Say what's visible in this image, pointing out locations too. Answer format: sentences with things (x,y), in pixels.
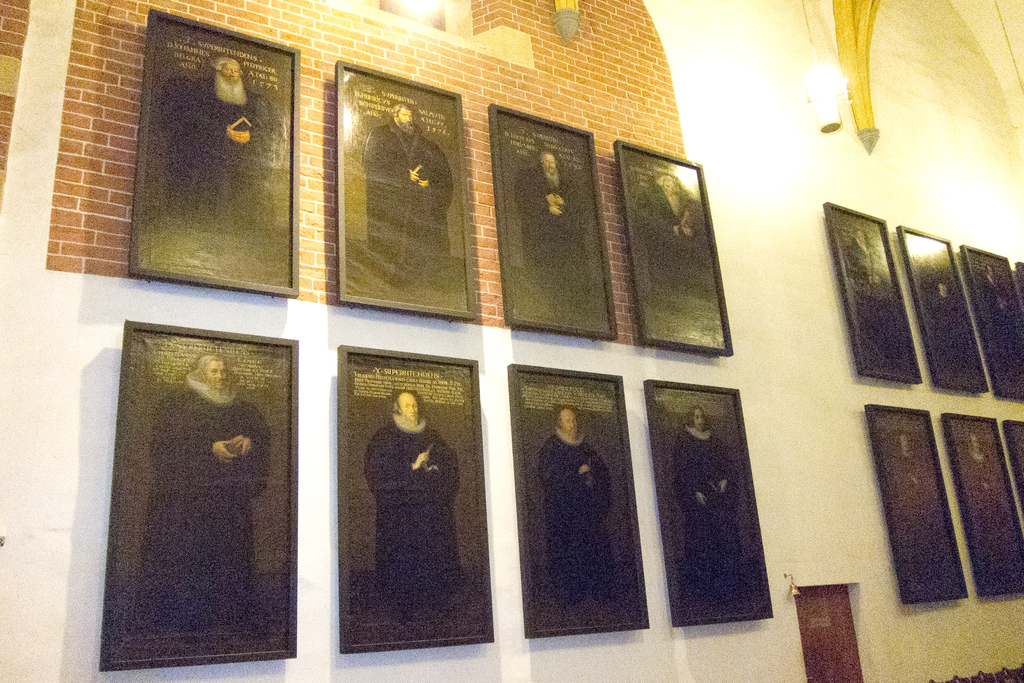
In this image there are frames (269,163) on the wall (938,396) and there is a door (842,613) and there are lights (816,102) on the wall (661,72).
